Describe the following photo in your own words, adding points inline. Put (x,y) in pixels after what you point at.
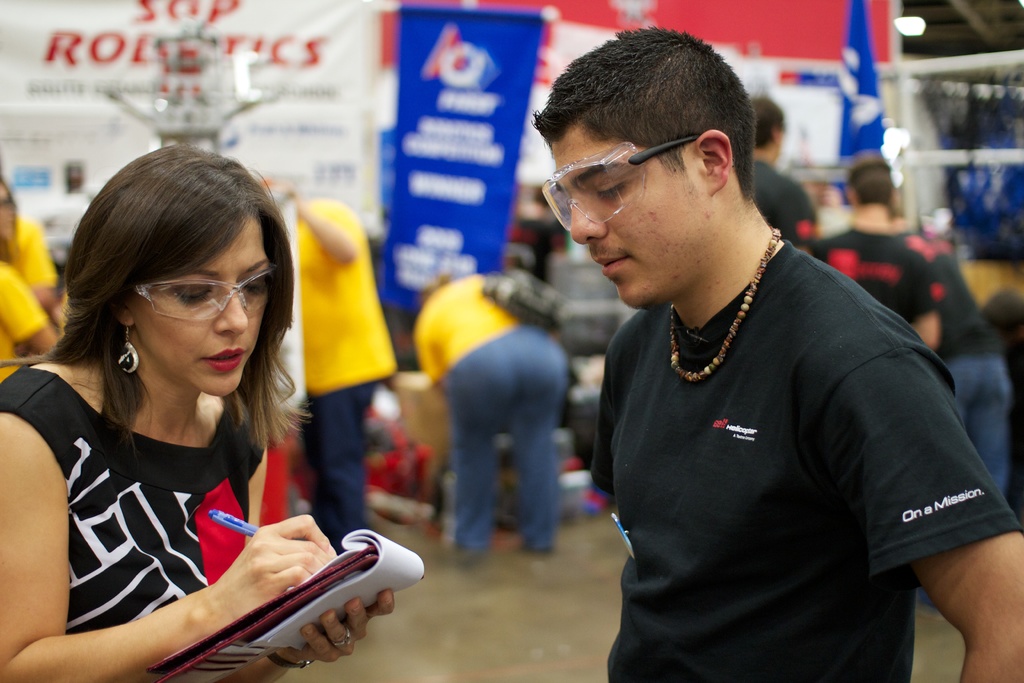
In this image we can see a man (644,527) and a woman (282,395) wearing glasses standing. In that the woman (176,645) is holding a book (308,597) and a pen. On the backside (489,471) we can see a group of people (542,429) standing and some objects (568,430) on the ground (598,573). We can also see the flags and a banner (331,174) with some text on it.
